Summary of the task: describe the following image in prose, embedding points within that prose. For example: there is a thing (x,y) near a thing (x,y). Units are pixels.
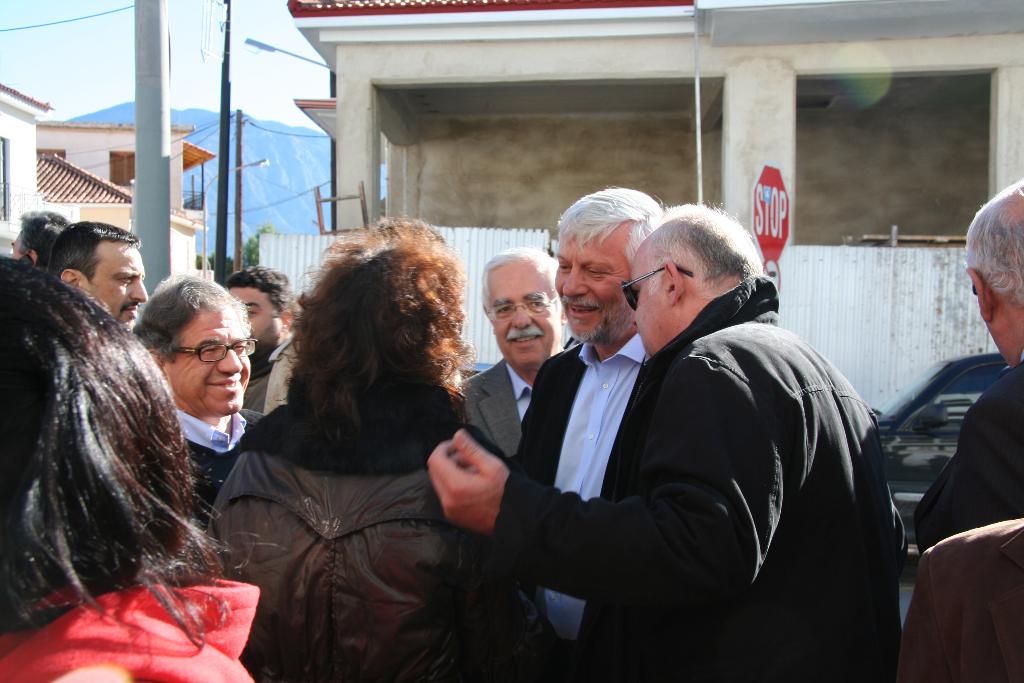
In this image in front (79,463) there are people (584,393). Behind them there is a metal fence (799,255). There is a board (761,240). In the background of the image (666,193) there are buildings (16,222), trees (251,250), street lights (204,223), mountain (295,170) and sky (86,77).
